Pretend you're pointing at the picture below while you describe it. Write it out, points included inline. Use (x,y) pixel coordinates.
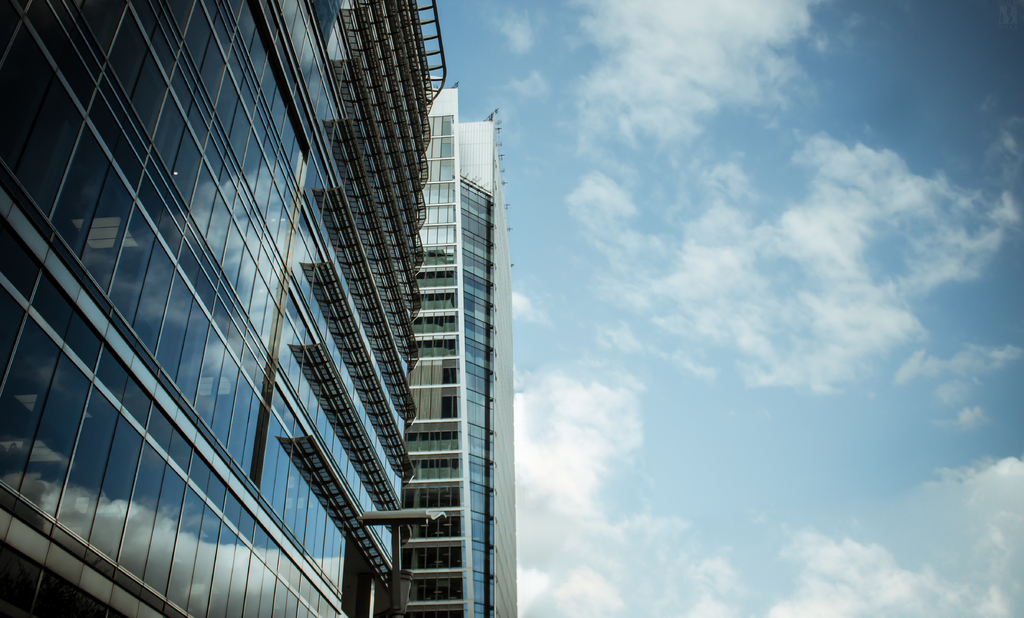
In this picture I can see there is a multi storied building (315,287) and there are some glass windows (268,216) here and the sky (814,151) is cloudy.
